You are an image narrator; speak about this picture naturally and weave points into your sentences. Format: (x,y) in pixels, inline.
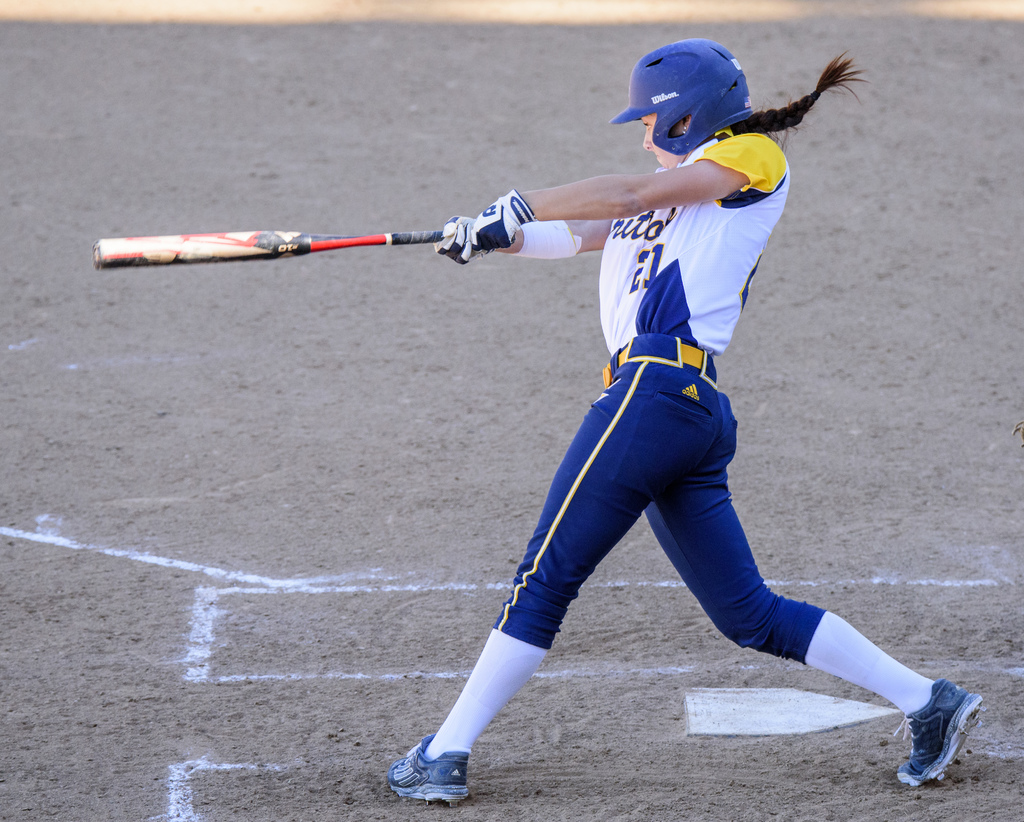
In this picture there is a girl (509,208) on the right side of the image (774,195), by holding a bat (272,235) in her hands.
